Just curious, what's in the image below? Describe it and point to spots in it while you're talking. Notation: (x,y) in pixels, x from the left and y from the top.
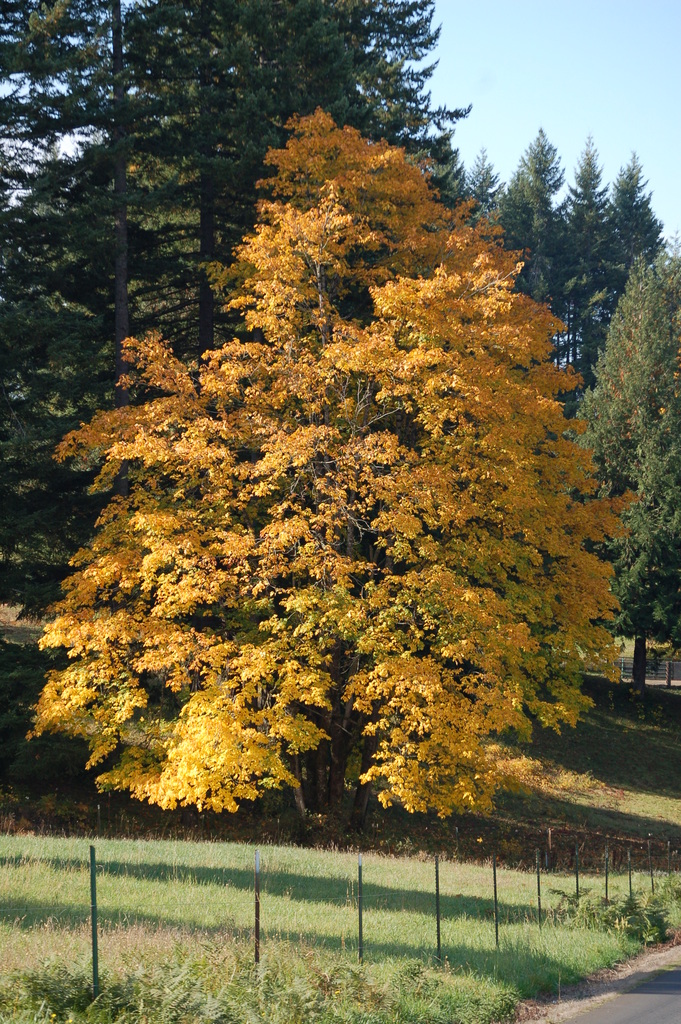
On the right side (639,1013), there is a road (646,1006). On the left side (203,354), there is a fence (438,895), there are trees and grass (622,725) on the ground (414,854). In the background (609,320), there are trees (573,292) and the sky (454,90) is clear.
